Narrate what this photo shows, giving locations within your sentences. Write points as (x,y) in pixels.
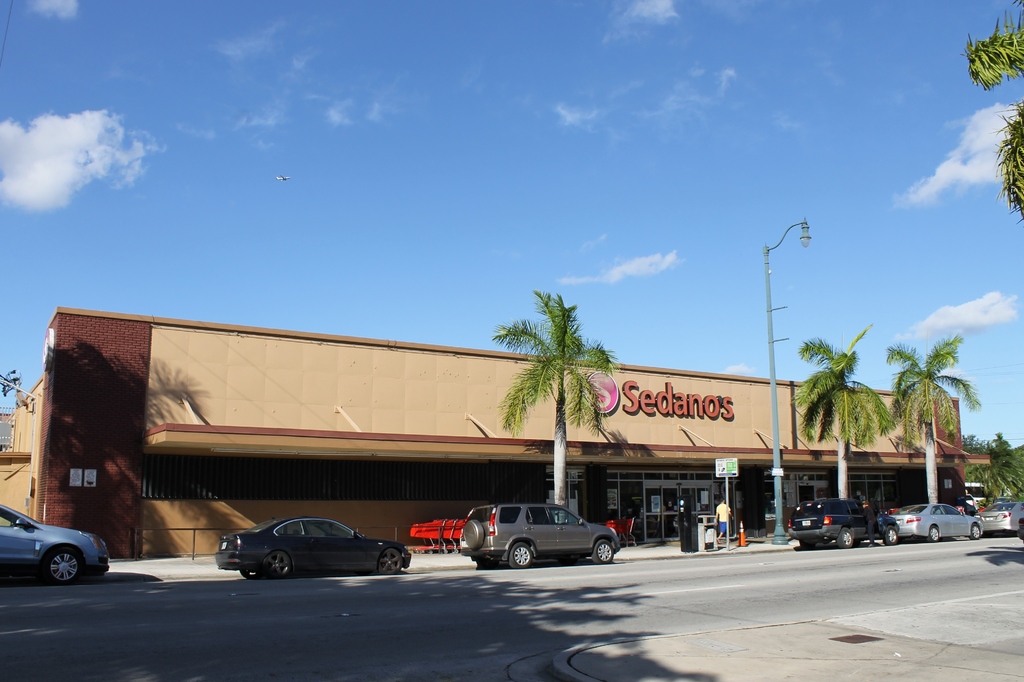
There are cars (942,522) on the road (732,602). Here we can see a building (675,536), poles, trees (1015,493), boards (723,472), and posters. In the background (698,251) there is sky (882,208) with clouds (909,206).
